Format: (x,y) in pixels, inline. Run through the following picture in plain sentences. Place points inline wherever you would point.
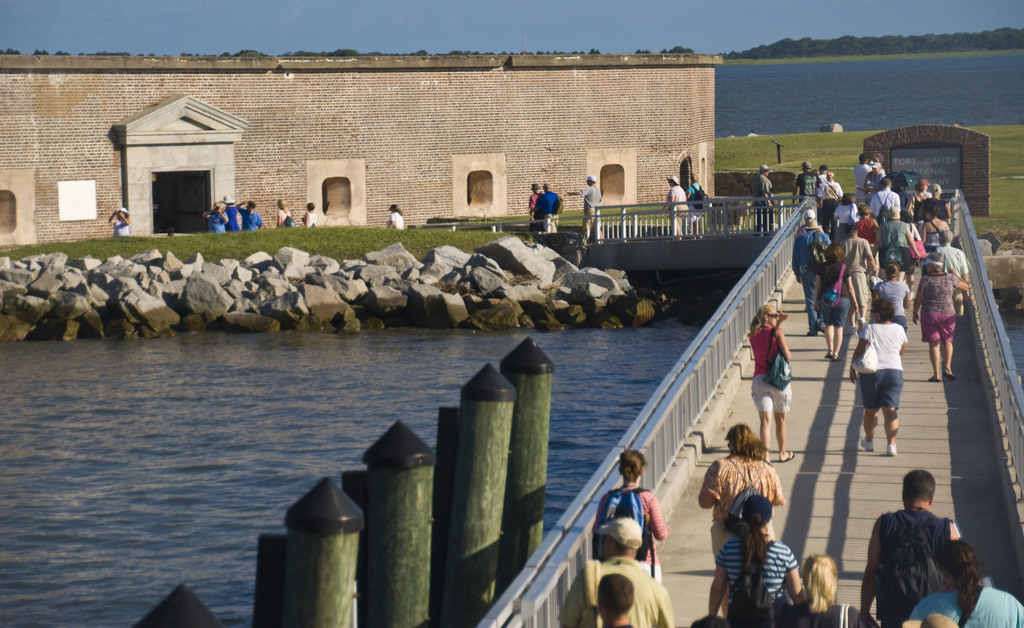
This is water (261,405) and there are rocks (383,326). Here we can see group of people (812,314) on the bridge (923,451). There are plants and few persons (313,203). Here we can see a building (465,160), board (921,180), grass (869,135), and trees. In the background (378,41) there is sky (378,41).
